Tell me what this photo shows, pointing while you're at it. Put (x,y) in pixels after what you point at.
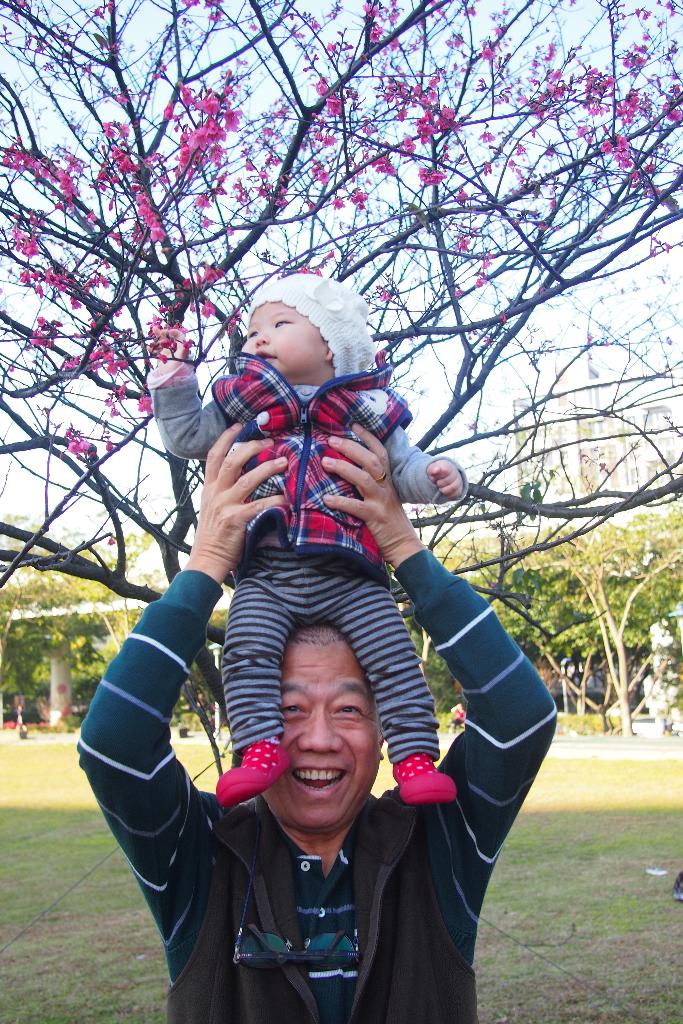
In this image we can see a person (321,655) holding a kid (312,510), there are some trees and grass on the ground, also we can see a building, in the background (428,391), we can see the sky (428,391).
